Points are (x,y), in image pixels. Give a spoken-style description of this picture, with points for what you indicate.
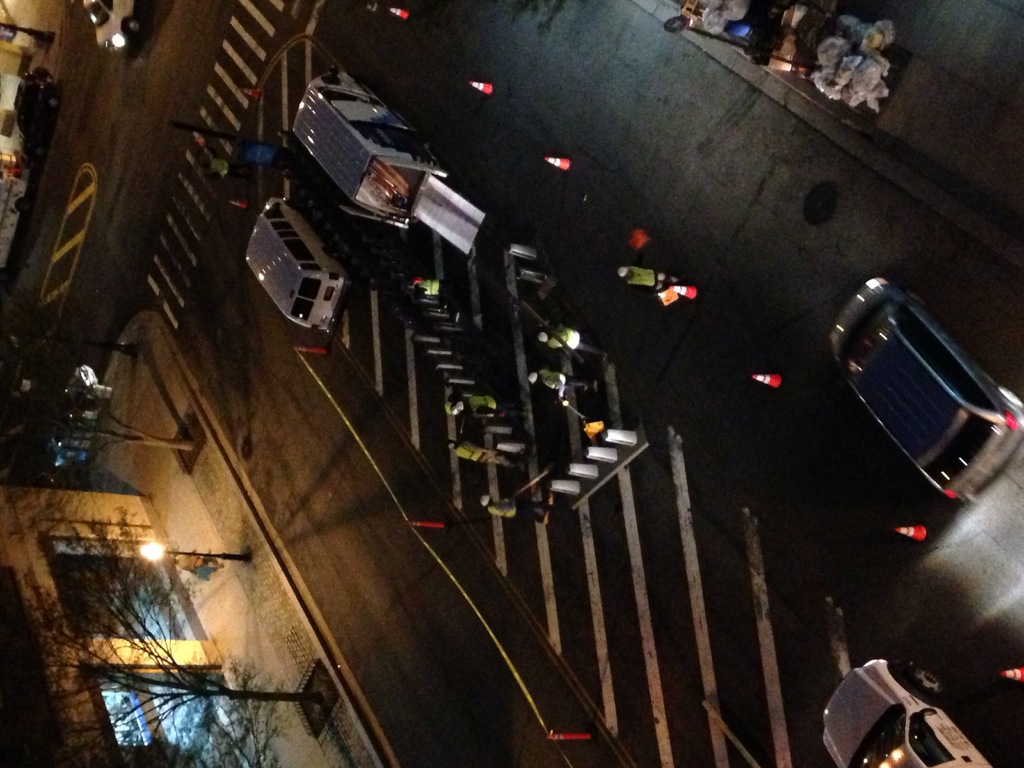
In this picture there is a top view of the road (660,606). In front (453,398) there is a road work (531,383) with some workers (492,452) and white vans (402,227). On the left side (193,734) we can see house (97,709) with dry tree (176,634) and lamp post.
